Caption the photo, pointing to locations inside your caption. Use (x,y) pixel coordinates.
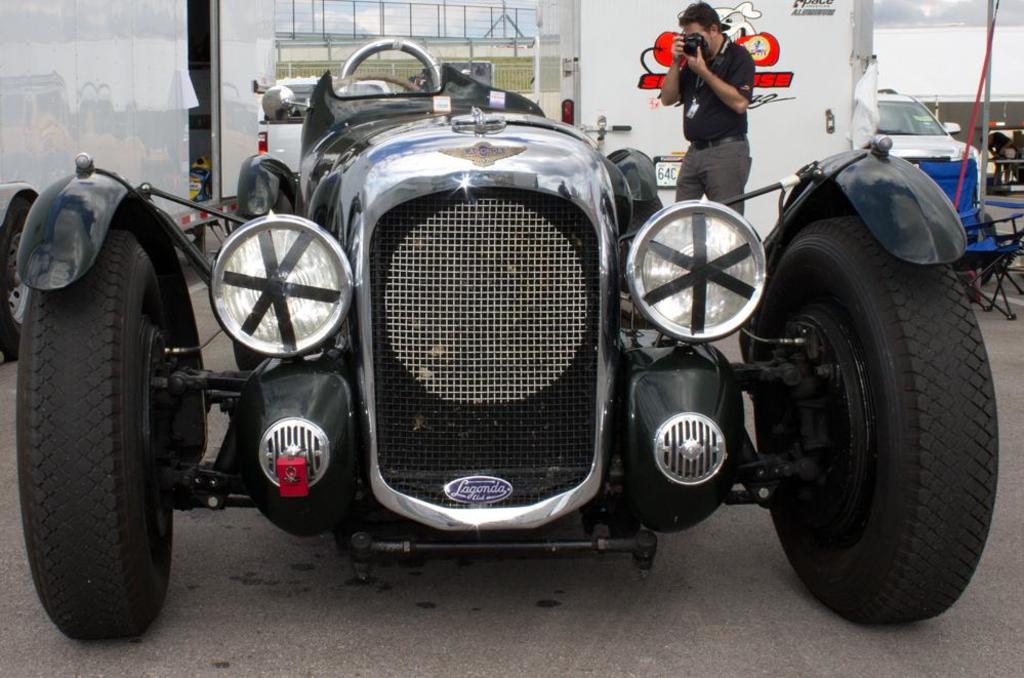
In this image we can see an antique car (410,302) which is placed on the road (664,557). We can also see a person (700,182) standing beside it holding a camera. On the backside (897,110) we can see some cars (890,110) parked aside, some chairs (1004,294), a pole (985,159), a fence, and the sky (386,35) which looks cloudy.
